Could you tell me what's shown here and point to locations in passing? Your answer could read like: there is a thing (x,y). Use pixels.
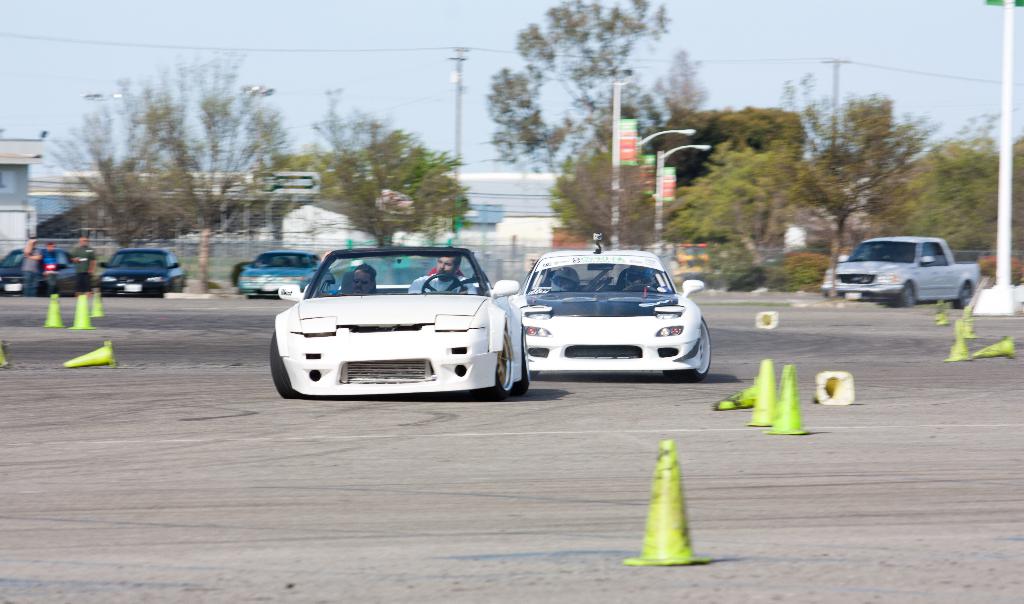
There are cars (697,376) and traffic cones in the foreground area of the image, there are people (88,238), vehicles (21,259), poles (664,153), trees (586,151), wires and the sky (470,97) in the background (443,80).
